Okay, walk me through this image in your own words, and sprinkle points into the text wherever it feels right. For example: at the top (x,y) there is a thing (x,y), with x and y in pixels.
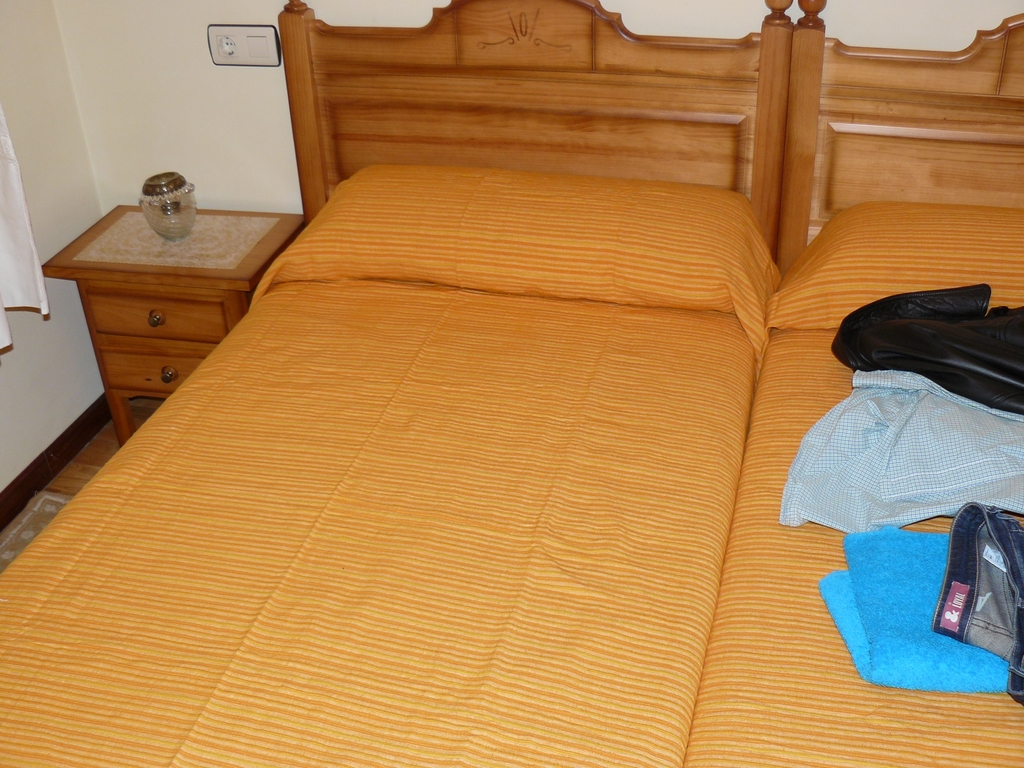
In this image I can see two beds (683,134) and on it I can see few clothes (892,595), orange colour bed sheet (713,511) and orange colour pillows (608,227). I can also see few drawers (162,306) over here and on it I can see an object (153,179).
